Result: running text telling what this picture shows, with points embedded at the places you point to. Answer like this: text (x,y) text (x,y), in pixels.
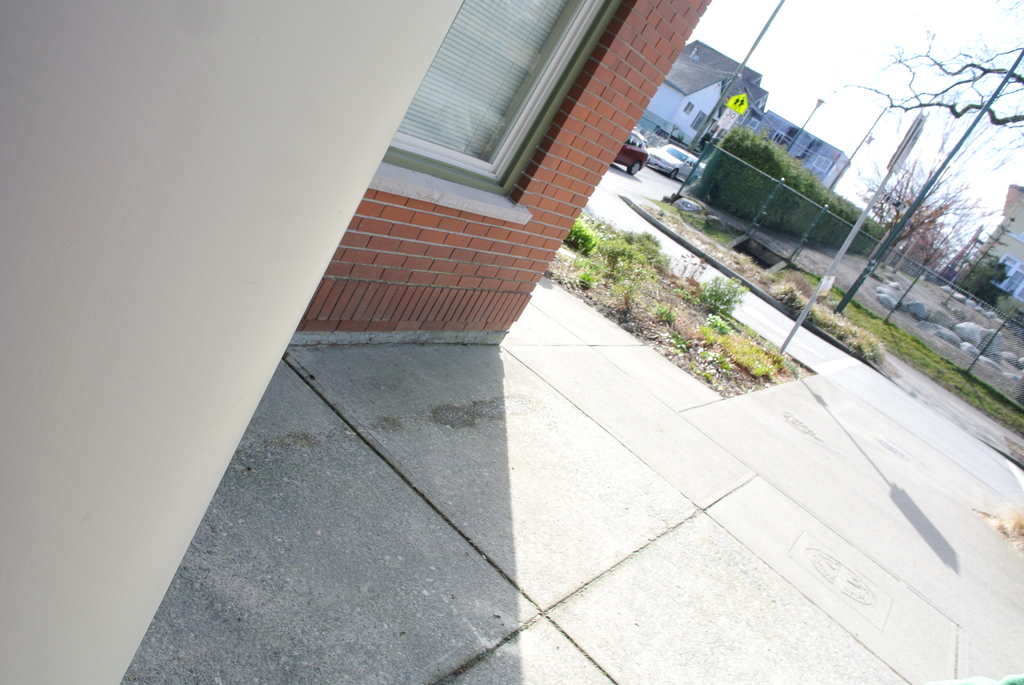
This is an outside view. At the bottom (648,545) I can see the floor (678,489). On the left side (235,174) there is a pillar (131,134) and a window (522,109) to the wall (478,238). On the right side (797,161) there are many buildings (695,122), trees (897,212) and poles (941,173) and also I can see few cars (668,161) on the road (635,182). At the top of the image (810,52) I can see the sky (805,52).
